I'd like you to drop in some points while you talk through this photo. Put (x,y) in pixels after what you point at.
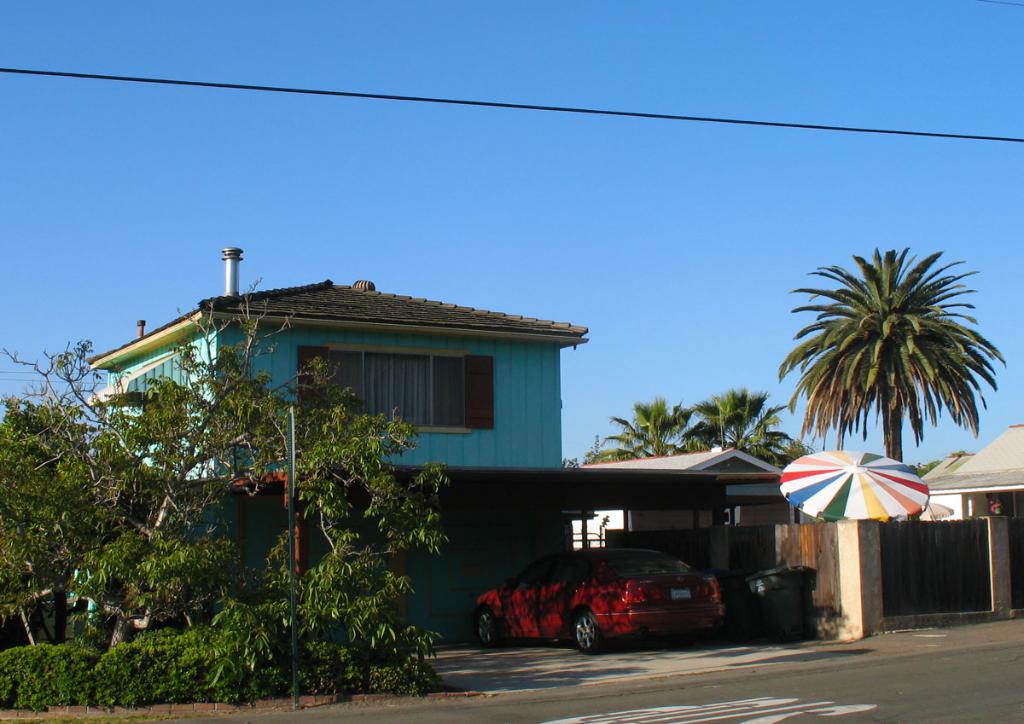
In this image, we can see few houses (557,495), walls (538,444), window (454,410), trees (330,406), pole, vehicle (608,589), umbrella (867,503). At the bottom (834,715), there is a road (870,712). Background (627,241) we can see the sky (579,226). Here there is a wire (527,105).
